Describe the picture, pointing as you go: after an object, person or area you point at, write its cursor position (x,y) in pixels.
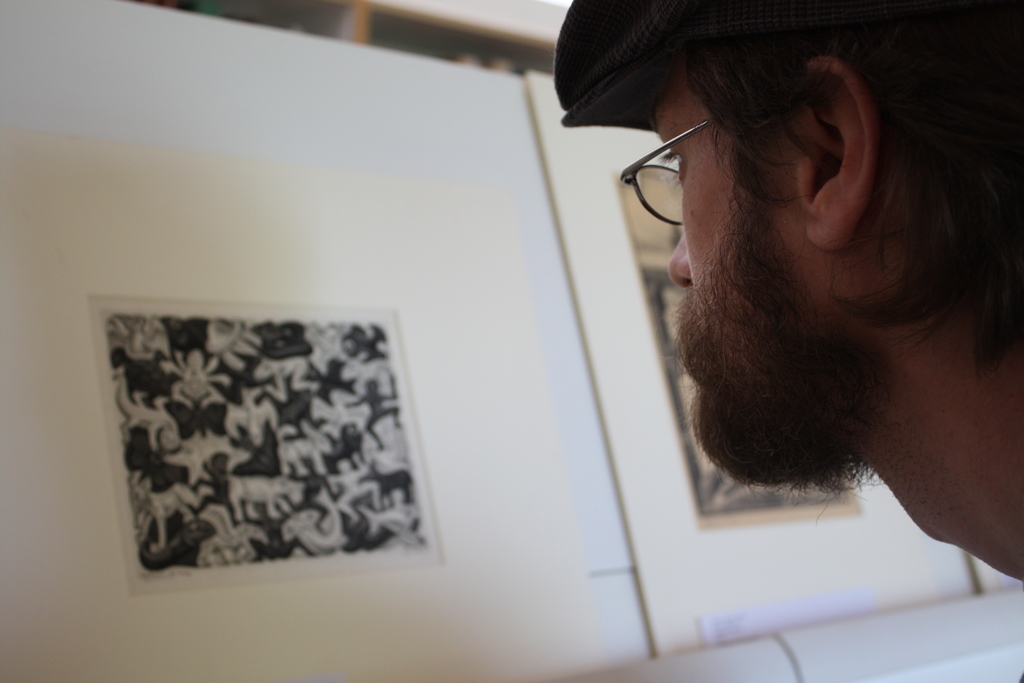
To the right side of the image (840,151) there is a person (680,155) wearing spectacles (677,191) and a cap (598,50). In the background of the image (440,307) there is wall (368,179) with posters (330,345).
